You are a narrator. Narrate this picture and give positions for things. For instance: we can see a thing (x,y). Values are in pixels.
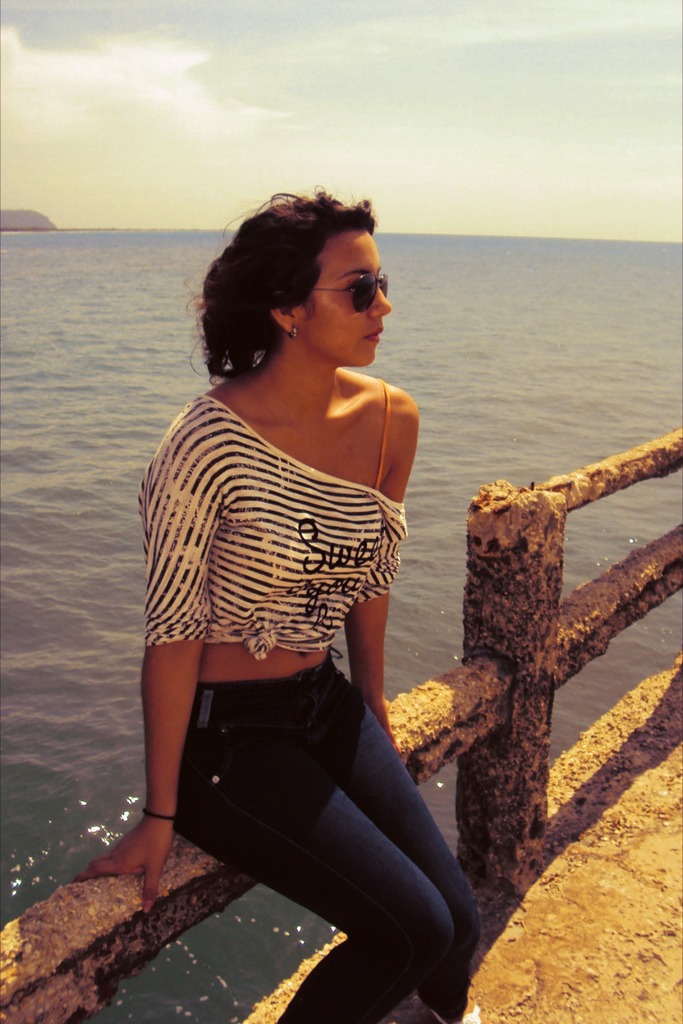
In this picture there is a woman (295,268) who is wearing goggle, t-shirt (260,649), jeans (271,687) and shoe (436,1023). She is sitting on the fencing (186,871). In the background (613,284) we can see the ocean (627,277). At the top (635,0) we can see sky (384,29) and clouds (370,32). On the left (11,212) there is a mountain (34,226).
